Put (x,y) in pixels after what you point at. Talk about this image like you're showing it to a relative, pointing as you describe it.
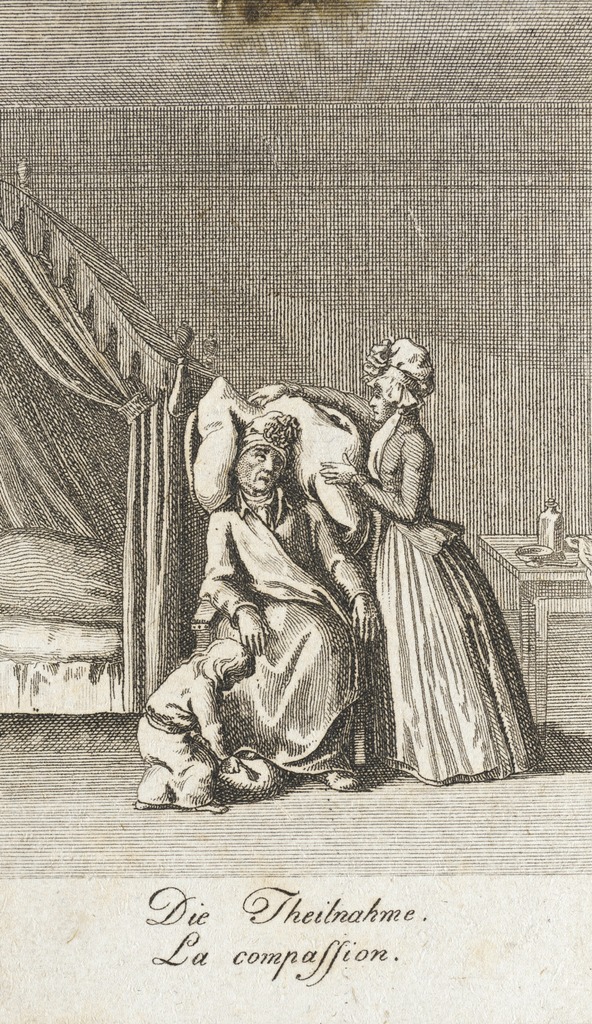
In this image we can see a black and white picture. In the picture there are persons (341,687) standing on the floor (196,834), table (498,584) on which some objects (533,548) are placed and a cot (140,667). At the bottom of the picture (268,907) we can see some text (379,955).
